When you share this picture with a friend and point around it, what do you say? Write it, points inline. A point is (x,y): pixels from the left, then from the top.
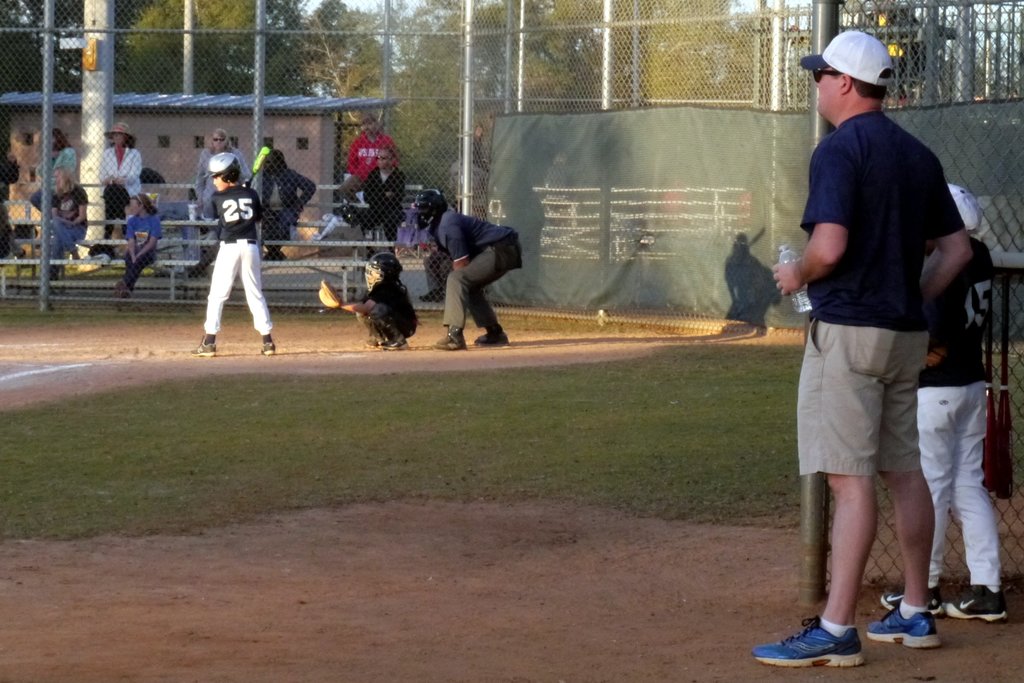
In this image we can see many people (858,361). Some are wearing caps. Some are wearing helmets (215,169). On the ground (325,384) there is grass (639,432). Person (793,284) on the right (883,241) is holding bottle (802,305) and wearing specs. In the back (70,226) few people (114,170) are sitting on benches (125,240). In the background (185,134) there is a mesh fencing (435,59) with poles (777,62). There is a building (283,115) and there are trees (151,58).
